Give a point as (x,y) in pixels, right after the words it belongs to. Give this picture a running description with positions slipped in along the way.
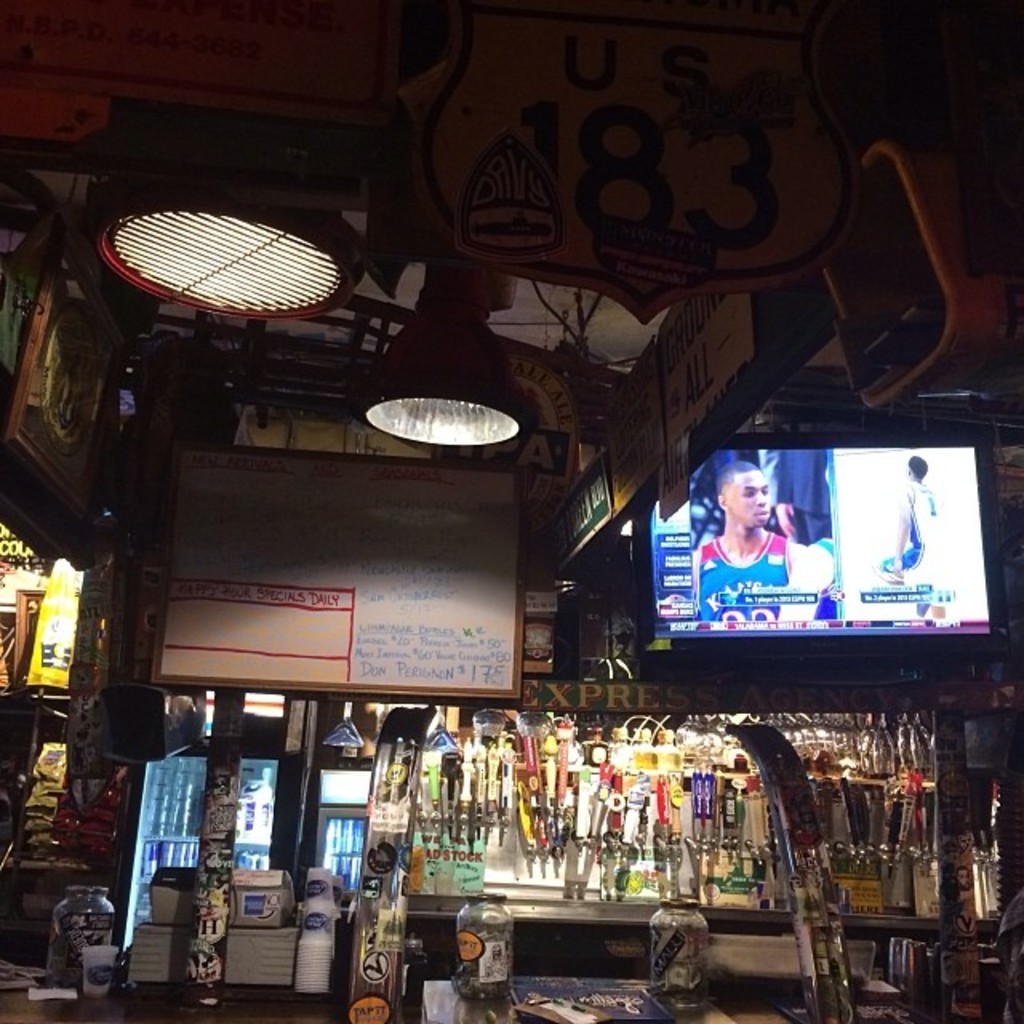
In this picture I can see the television screen (775,548). In that I can see the player (738,509) who are playing the basketball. At the bottom (711,812) I can see many equipment (600,882). On the bottom left corner (273,958) I can see the boxes (249,972) near to the door (263,844). At the top (411,260) I can see the lights (488,375) & boards (525,201). At the bottom (502,954) there are jars (484,958) on the table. On the left (259,579) there is a white boards (320,549) which is placed near to the wall (143,535).
